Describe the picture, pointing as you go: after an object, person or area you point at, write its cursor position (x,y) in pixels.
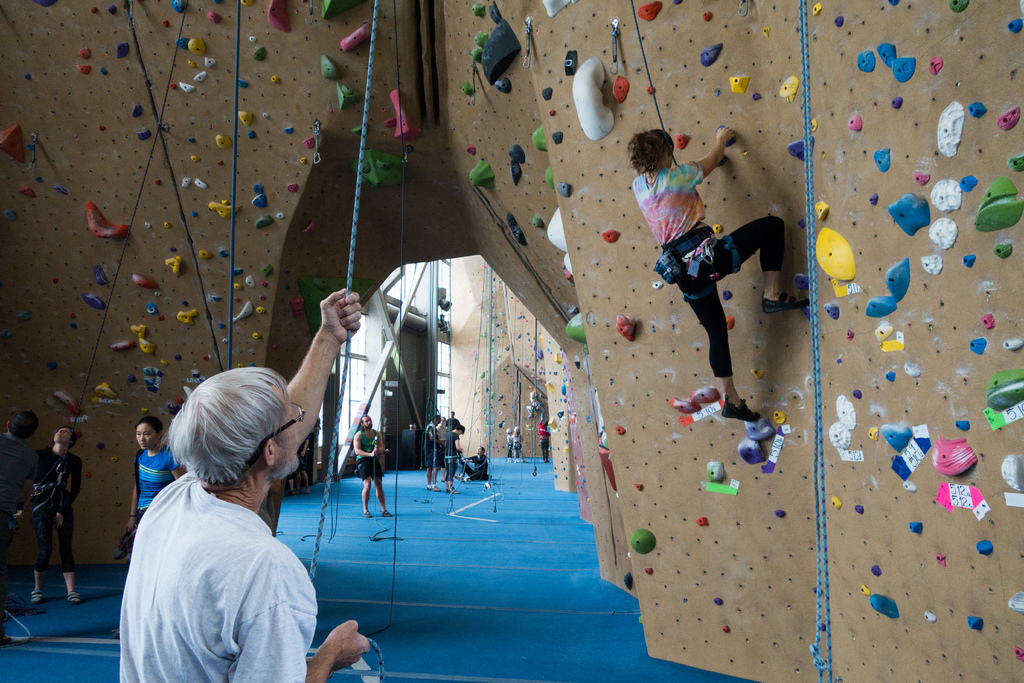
In the picture there are Bouldering walls (589,278) and few people (650,198) were climbing those walls (587,347) and in front of those walls (574,357) some people (432,424) were standing by holding the ropes (491,297).
